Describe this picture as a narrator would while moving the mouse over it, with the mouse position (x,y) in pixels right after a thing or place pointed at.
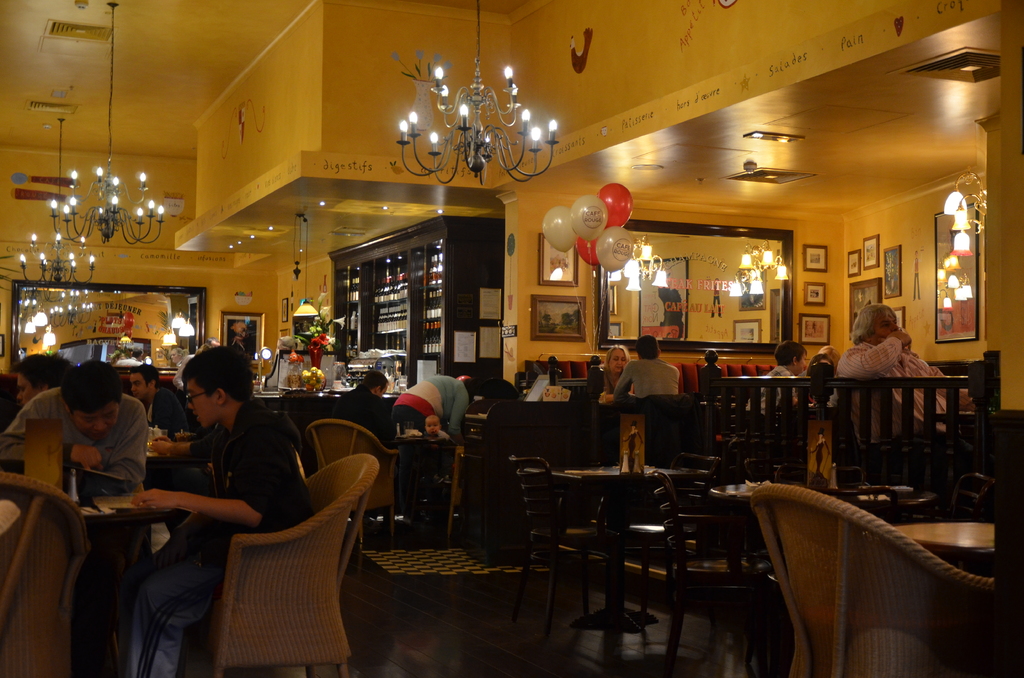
The picture is taken in a restaurant (362,657). In the foreground of the picture (129,455) there are tables (165,458), chairs (964,493), people (918,398). In the center of the picture (548,273) there are balloons (615,247), mirrors (707,284), frames (250,323), wine shelf (393,288) and other objects (325,327). At the top (344,169) there are chandeliers (469,105) and wall (513,145).
